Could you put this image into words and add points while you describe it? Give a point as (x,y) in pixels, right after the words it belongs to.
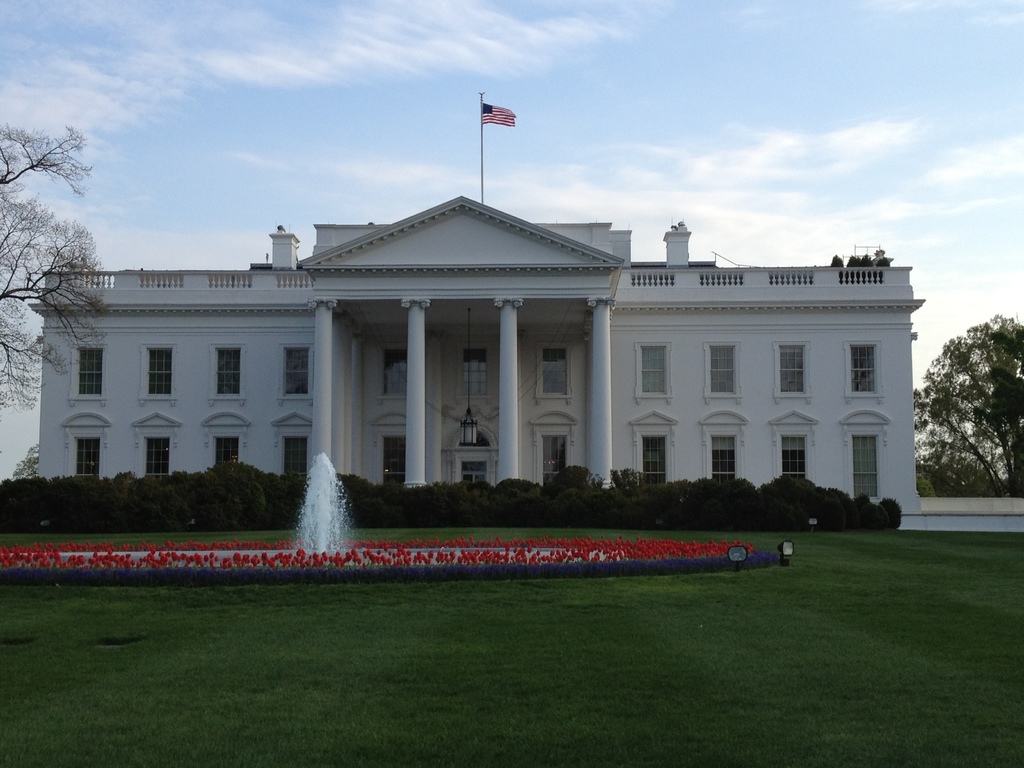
In this picture, there is a building (486,283) with pillars (514,339), windows (651,443) and a flag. Before it, there are plants (470,499), flowers (349,564) and a fountain (328,521). At the bottom (429,675), there is grass (574,607). Towards the left (23,260) and right, there are trees (937,392). On the top (604,115), there is a sky (607,101) with clouds (396,57).
